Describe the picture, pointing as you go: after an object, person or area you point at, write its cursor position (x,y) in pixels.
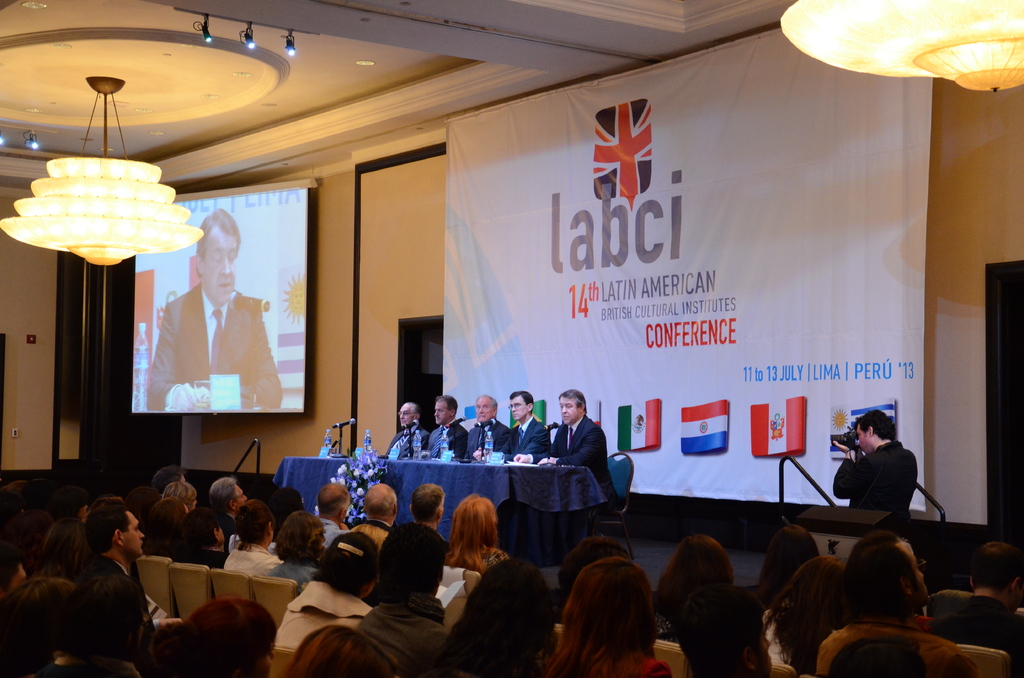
In the foreground (335,549), I can see a group of people (610,559) are sitting on the chairs (274,651) in front of a table (574,482) on which bottles (368,442), boards (497,458) and mikes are there. In the background (574,266), I can see a screen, poster (773,340), flags (886,405), doors (1013,517), chandeliers (864,16) on a rooftop (117,71) and a wall (441,226). This picture might be taken in a hall (438,436).
